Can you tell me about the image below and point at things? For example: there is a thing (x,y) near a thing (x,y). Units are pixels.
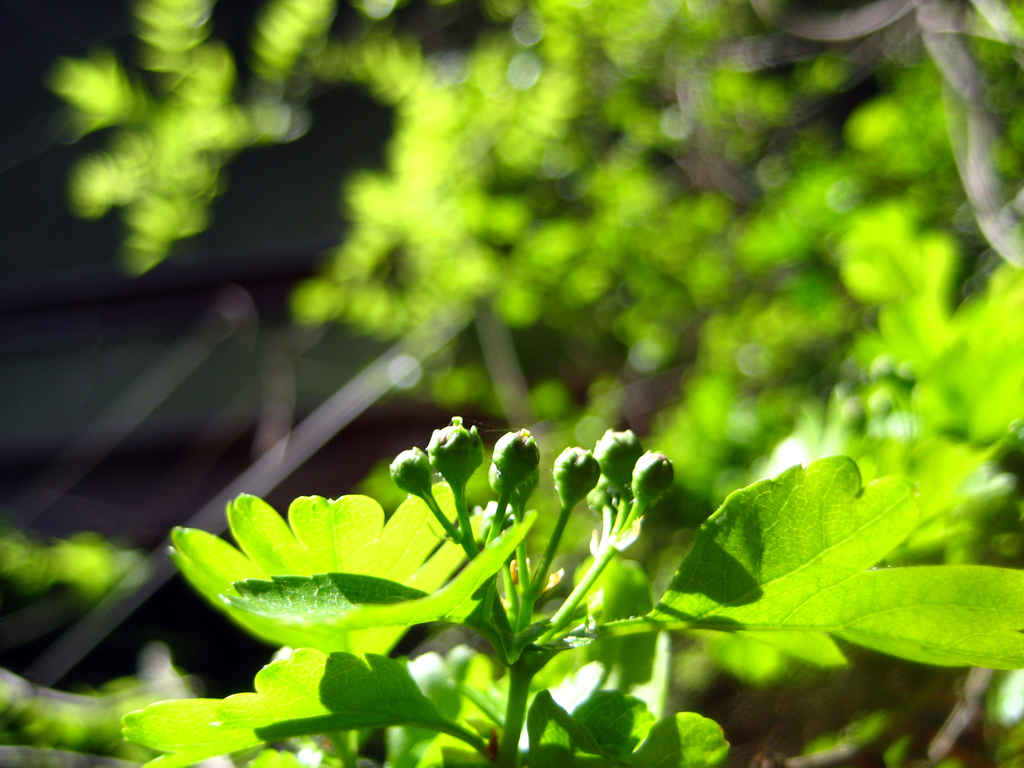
Here in this picture in the front (562,580) we can see flowers (526,494) present on a plant (475,543) and behind that also we can see trees (712,361) that are in blurry manner.
